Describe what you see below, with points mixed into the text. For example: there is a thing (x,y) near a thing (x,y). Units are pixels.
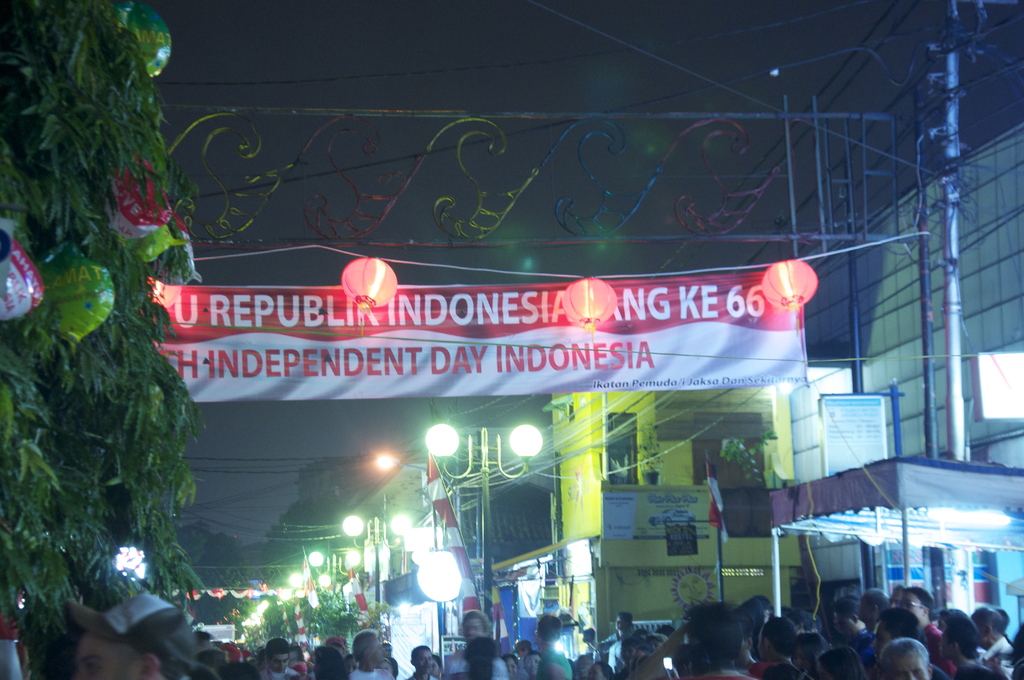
In the image we can see there are people (670,651) around and wearing clothes (372,673). Here we can see a banner (430,361) and text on it. Here we can see decorative lights (359,285), poles (949,298) and electric wires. Here we can see a light pole (482,520), trees (91,370) and buildings (961,282). We can even see a pole tent (887,491).
